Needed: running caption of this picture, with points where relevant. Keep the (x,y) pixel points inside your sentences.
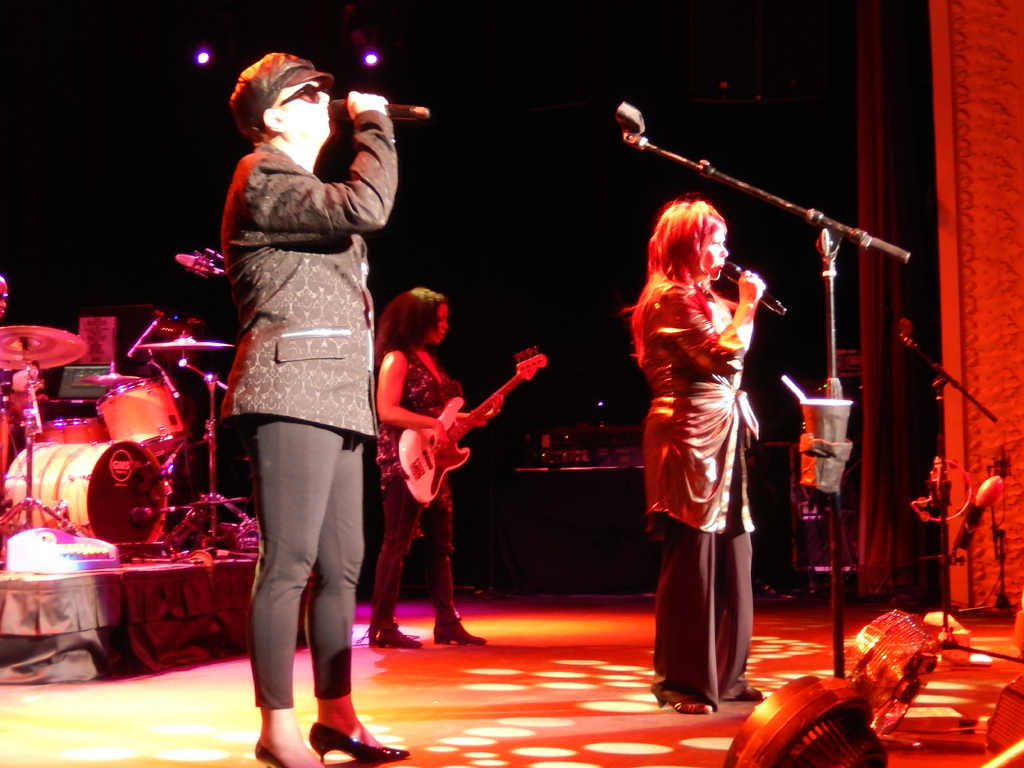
In this picture we can see one person (326,249) and two woman (656,404) standing on stage (502,686) and here woman (422,398) is holding guitar (482,406) in her hand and playing it and here person (373,339) and woman (692,296) holding mic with their hands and singing and at back of them we can see drums (163,397) on platform (141,558) and in front (802,207) we have mic stand (829,278) and in the background (446,14) we can see lights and it is dark.
